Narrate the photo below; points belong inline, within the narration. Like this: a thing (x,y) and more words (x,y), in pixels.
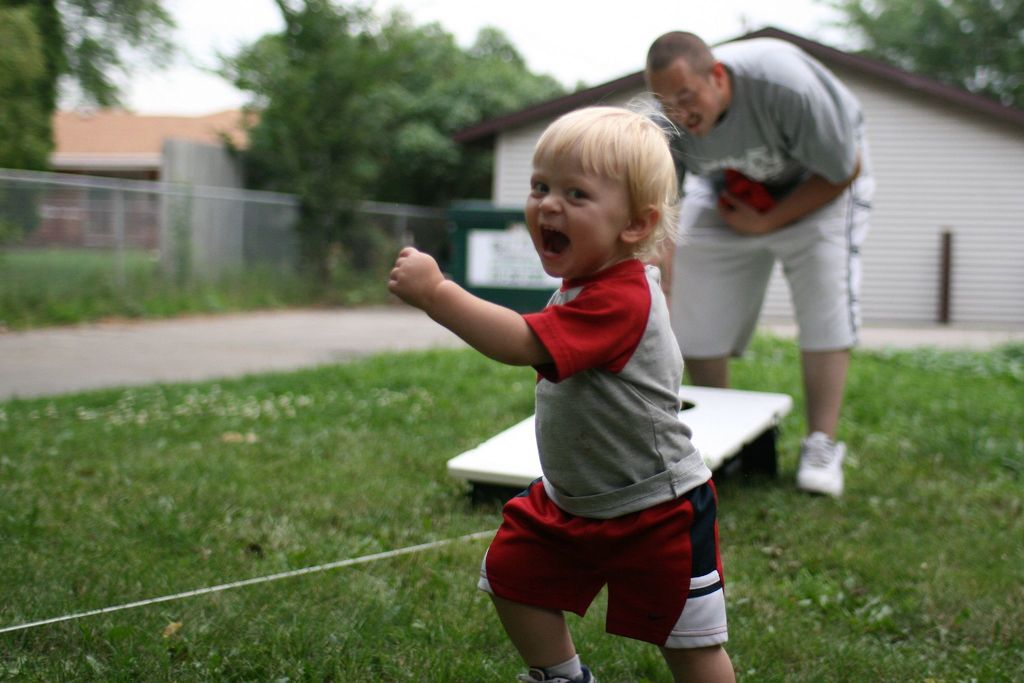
In this image, I can see a boy (644,512) walking and a man (738,255) standing. There is an object (490,480) on the grass (218,470). In the background (131,152), there are houses (109,110), trees (499,111) and fence (407,214).
